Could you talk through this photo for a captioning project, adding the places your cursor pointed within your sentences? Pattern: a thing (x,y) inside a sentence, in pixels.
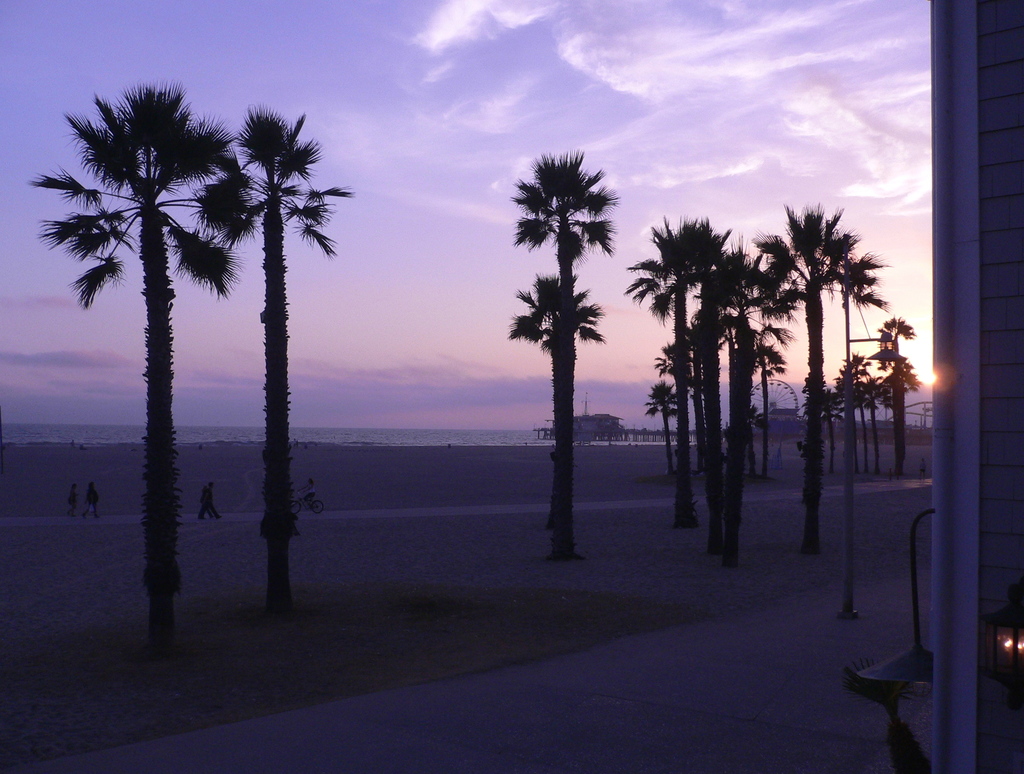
In this image we can see a few people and there is a person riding a bicycle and we can see some trees (564,403) and there is a wall (959,373) on the right side of the image (942,376). In the background (7,434), we can see the water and there is a house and giant wheel (779,400) and at the top (728,57) we can see the sky (312,61).
